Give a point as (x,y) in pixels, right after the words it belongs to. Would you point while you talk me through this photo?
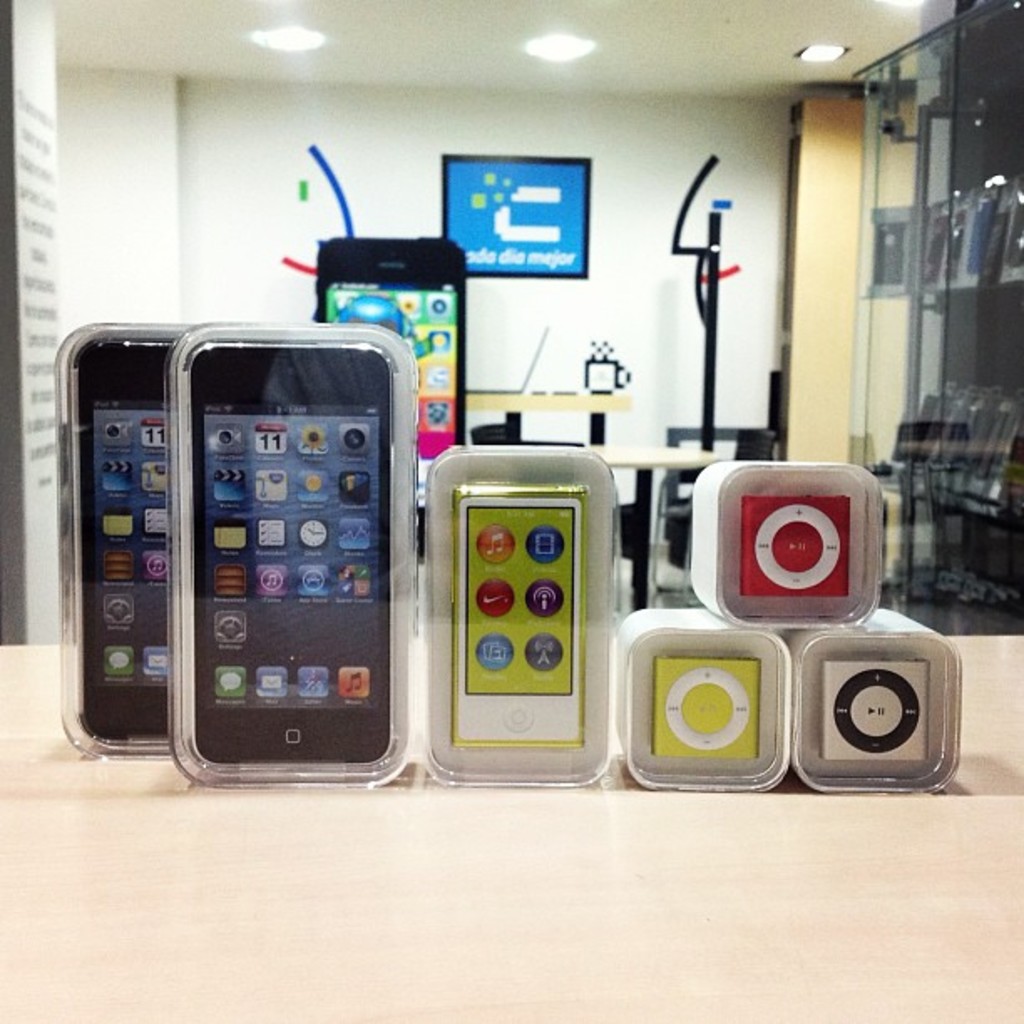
In this image I can see two cell phones (150,532) and four music players (659,669) in the front (450,779). In the background (587,402) I can see a table (542,410), few black colour things (752,454), few boards (466,240) and a laptop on the table (486,403). On the right side of this image (996,449) I can see number of things (973,220) on the shelves (943,298) and on the top side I can see four lights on the ceiling (455,73). I can also see a white colour board (31,76) on the left side (36,37) and on it I can see something is written.
